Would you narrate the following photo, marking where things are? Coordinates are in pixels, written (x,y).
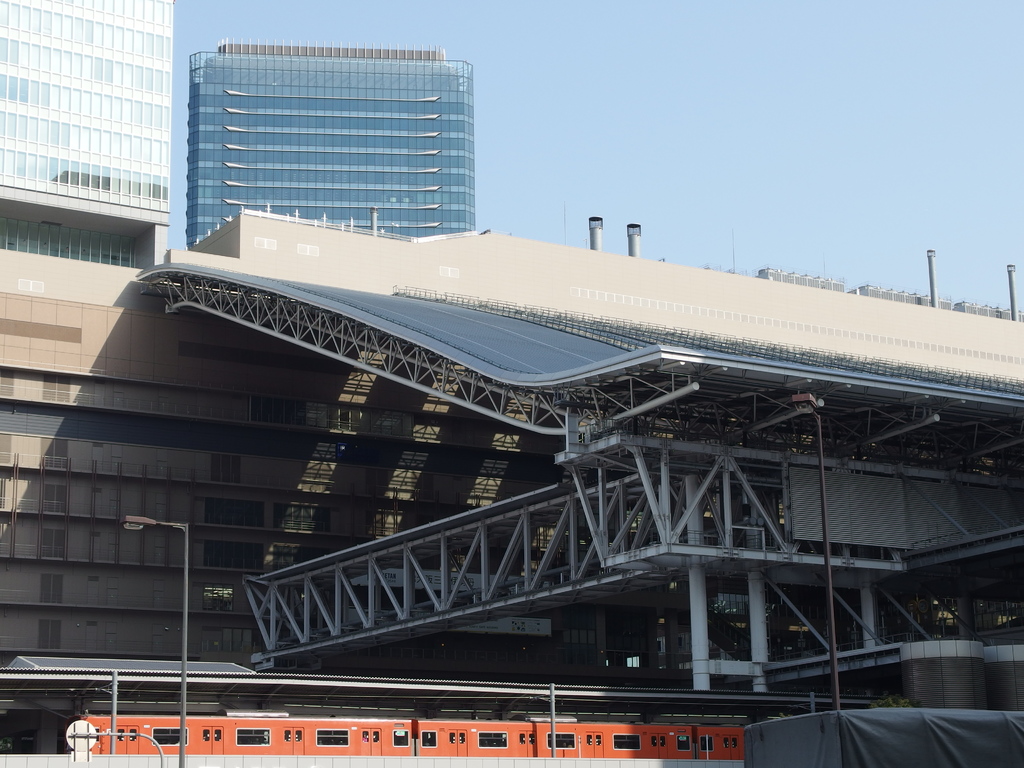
In this image we can see buildings (323,245), metal shed (325,307), bridge (530,516), street light (185,571), train (432,746) and in the background (697,168) we can see the sky (792,192).
